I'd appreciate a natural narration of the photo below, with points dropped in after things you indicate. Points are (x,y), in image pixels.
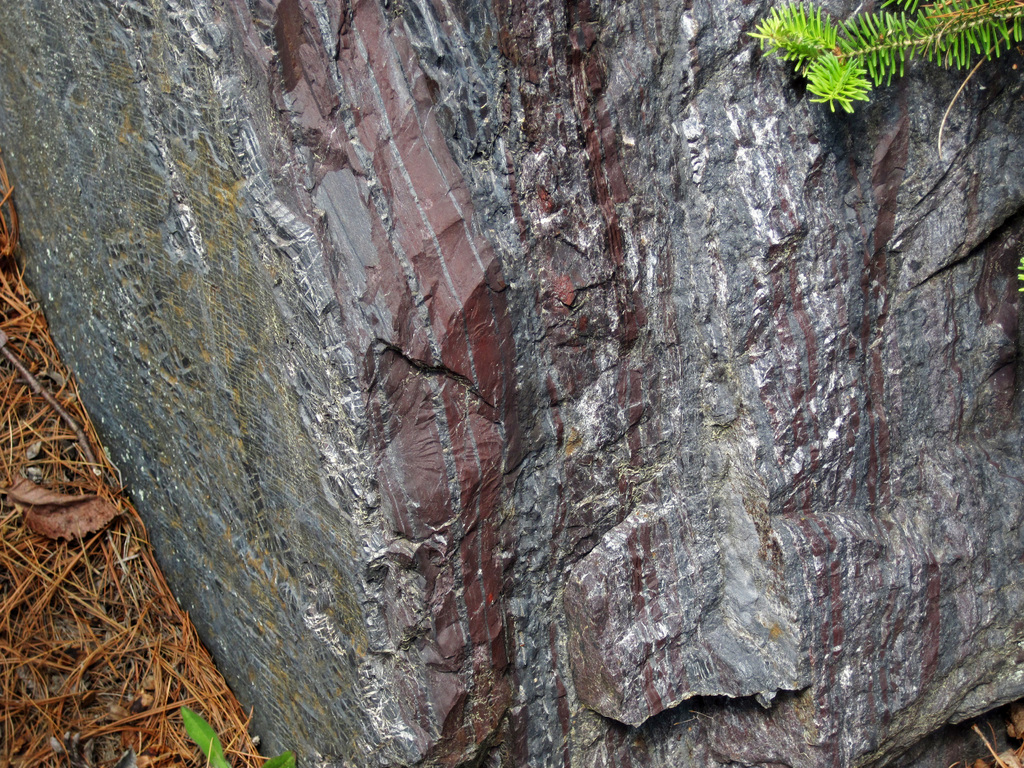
We can see rock (768,672), dried grass (184,700) and green leaves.
